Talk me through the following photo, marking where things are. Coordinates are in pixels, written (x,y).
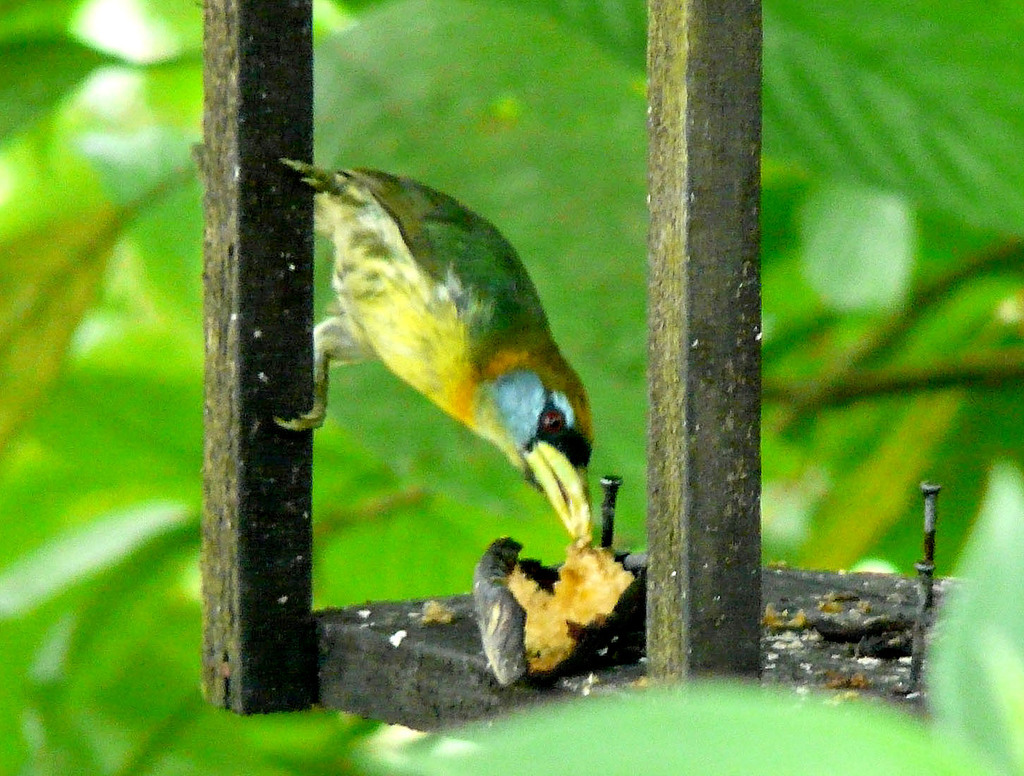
There is one bird (480,304) on the wooden object (296,307) as we can see in the middle of this image (395,354). It is greenery (570,135) in the background (45,330).
